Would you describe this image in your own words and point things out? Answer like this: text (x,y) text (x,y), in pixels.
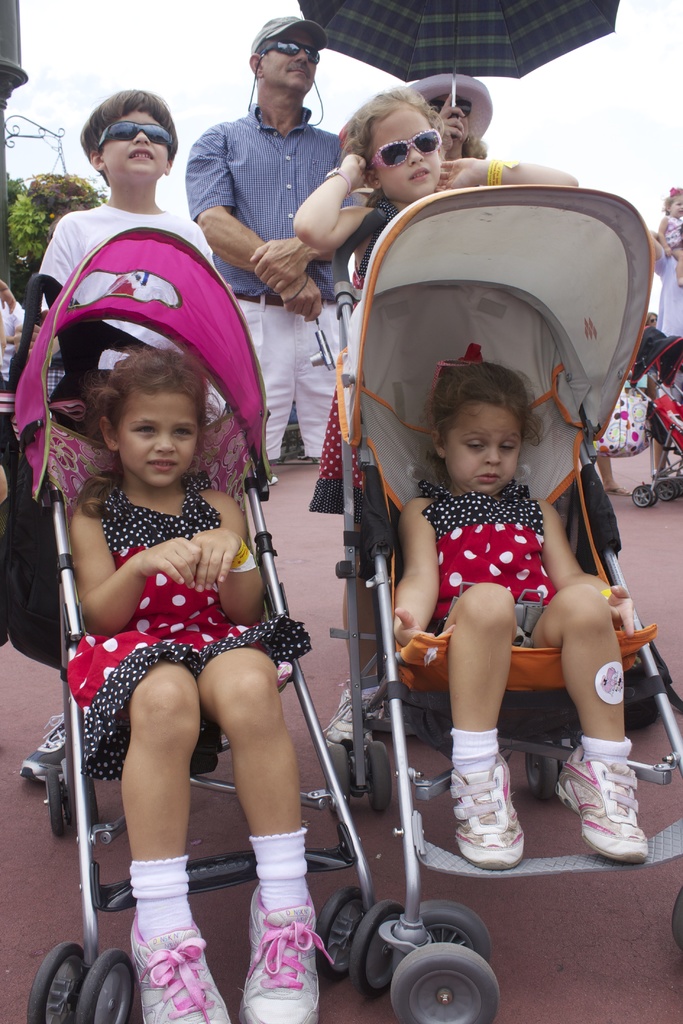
In the background (630,8) we can see the sky (230,95), leaves (37,219) and few objects (516,52). In this picture we can see the children (263,670) are sitting in a stroller chairs (63,646). We can see people (305,44) wearing goggles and they are standing. On the right side of the picture (673,306) we can see a person (670,315) is carrying a kid (680,265) on a shoulder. We can see bag (632,419) and objects (675,360).
